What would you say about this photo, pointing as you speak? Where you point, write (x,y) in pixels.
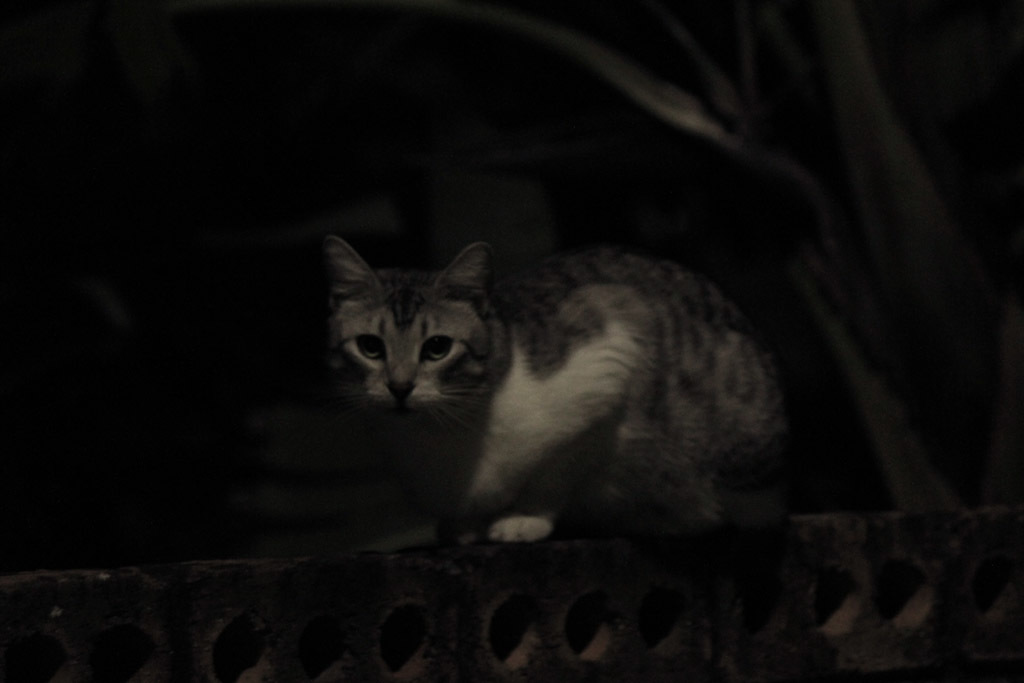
This cat (435,383) is sitting on this surface (437,634). Background (30,192) it is dark.
